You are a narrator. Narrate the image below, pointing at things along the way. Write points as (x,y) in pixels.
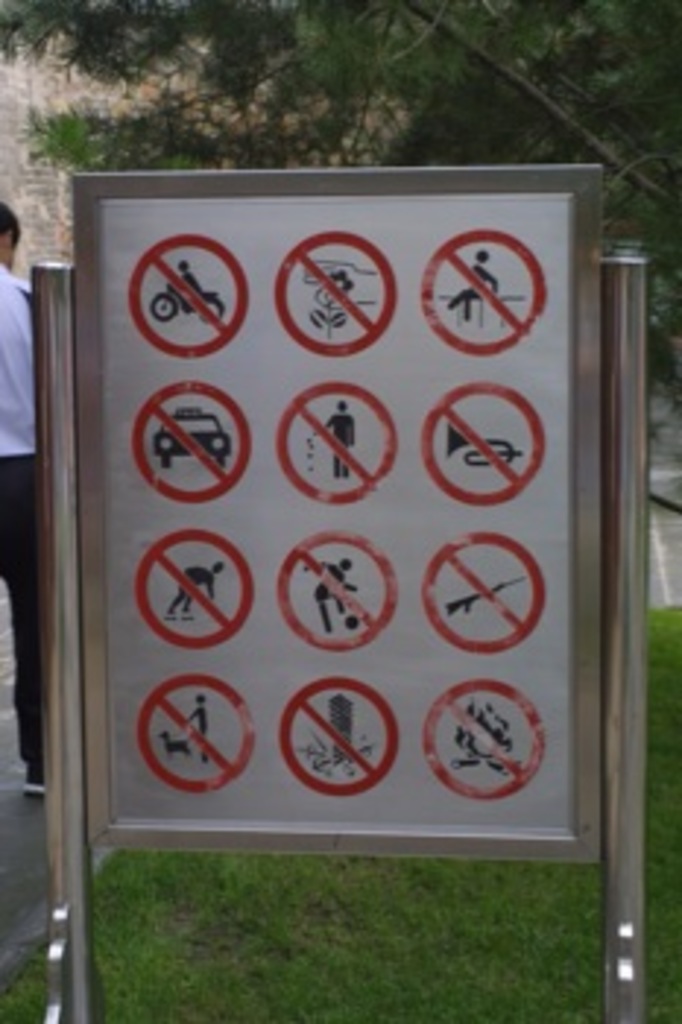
In the foreground of the picture (251,557) there is a sign board (247,407). At the bottom (298,934) there is grass (320,945). On the left (29,467) there is a person (3,485) standing, on the road (30,848). At the top (336,87) there are trees (244,91) and there is a brick wall (42,214).
